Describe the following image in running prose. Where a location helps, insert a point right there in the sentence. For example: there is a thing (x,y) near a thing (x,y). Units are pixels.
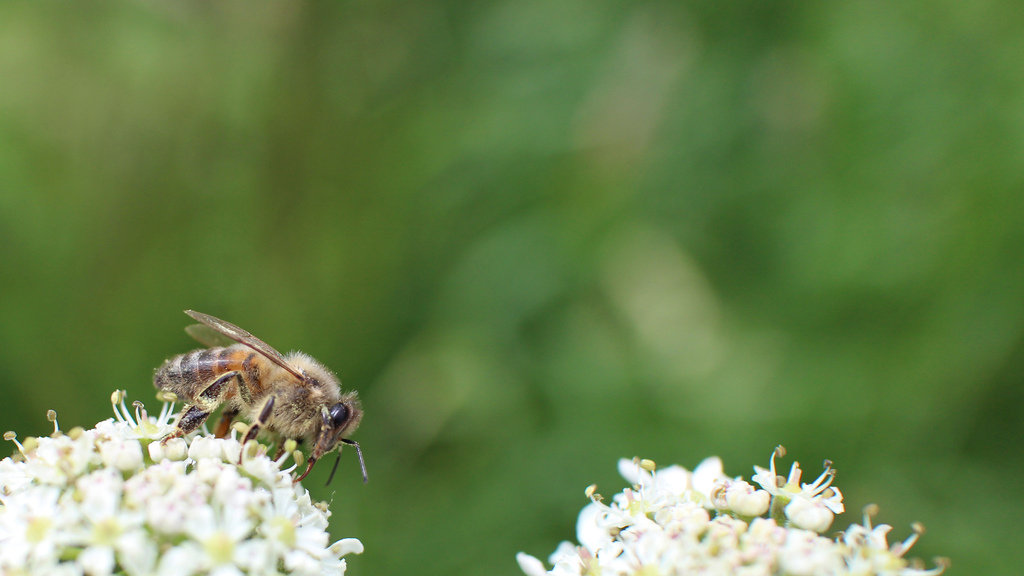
On the left (206,404) there is an insect (224,397) on a flower (107,467) and beside it there is another flower (734,482). In the background (731,296) the image is blur.
